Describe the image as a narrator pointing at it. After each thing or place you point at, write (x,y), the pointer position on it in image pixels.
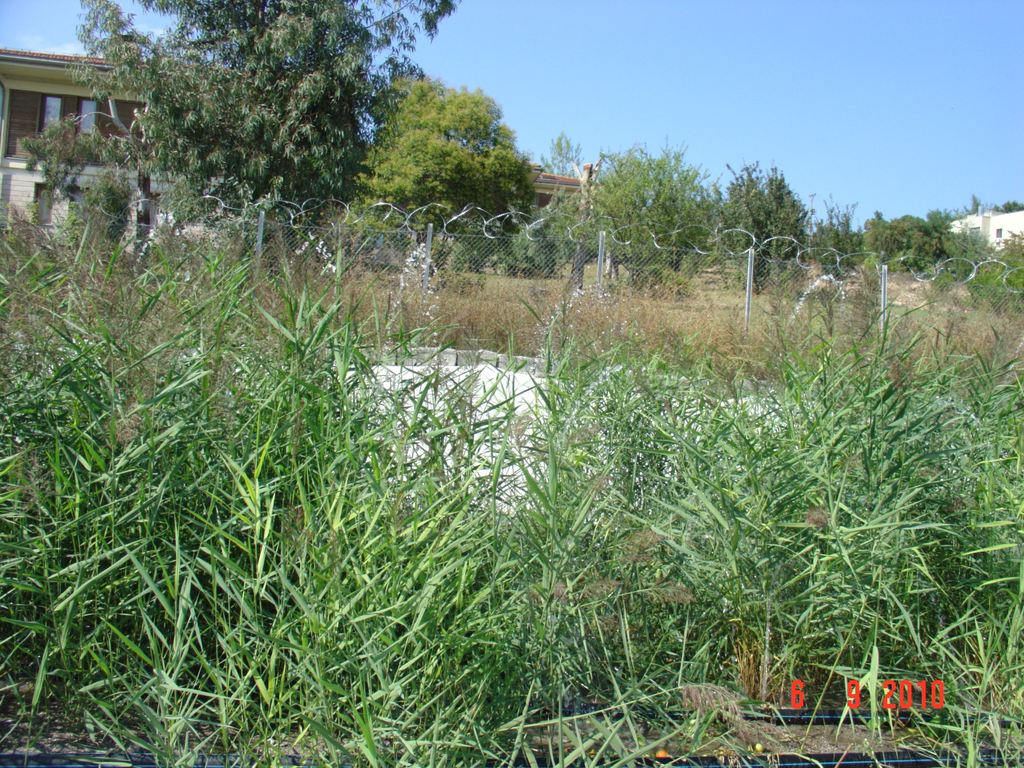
In this image I can see there are trees (451,120), on the left side (48,105) it looks like a house (57,114). At the top (810,82) it is the sky (808,78).
